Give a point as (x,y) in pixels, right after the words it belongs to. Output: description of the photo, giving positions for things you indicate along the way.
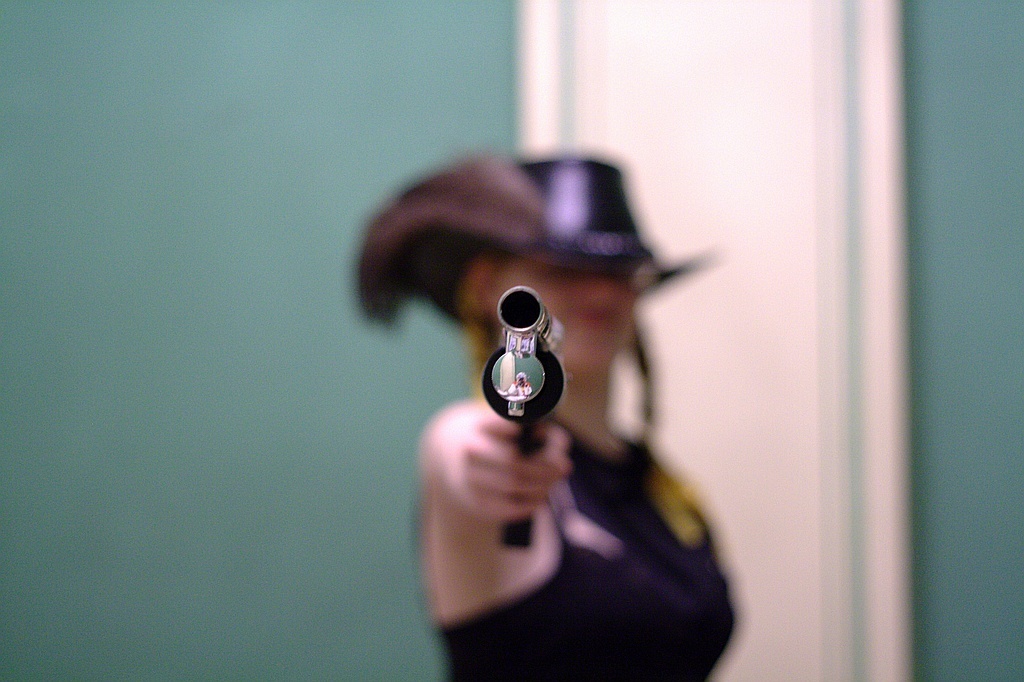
In this image we can see a person (475,414) holding a gun (510,374). Behind the person (424,261) there is a wall (292,449). The person (528,482) is slightly blurred.
